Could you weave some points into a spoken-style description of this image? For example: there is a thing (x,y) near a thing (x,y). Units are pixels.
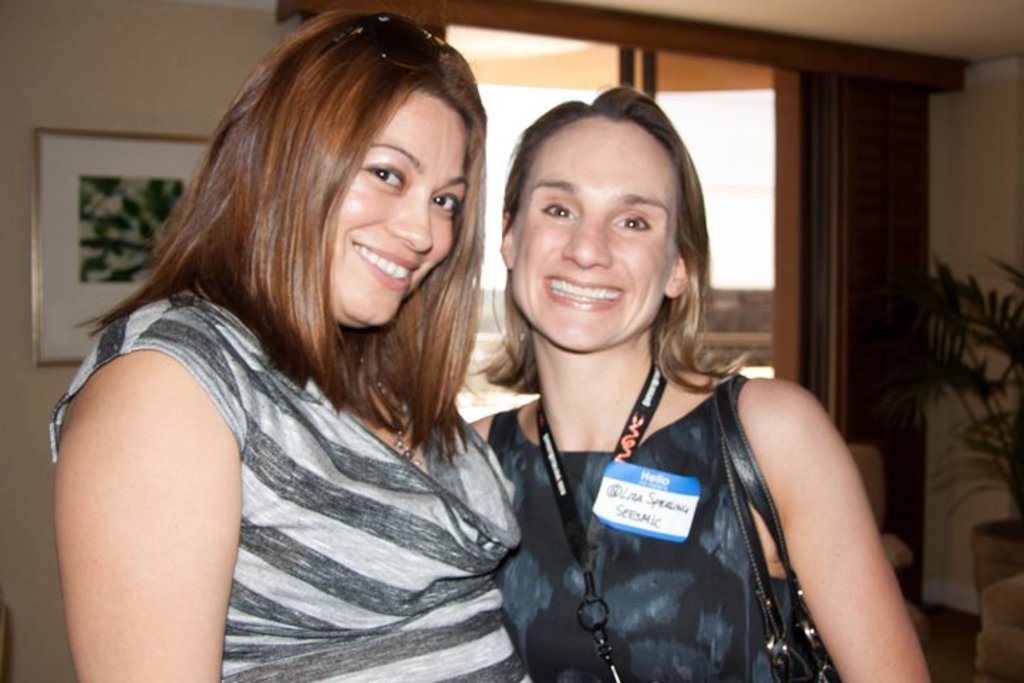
In this image we can see two women (785,438) wearing dress (629,557) standing. One woman (739,549) is carrying a bag (796,594). In the background (124,149), we can see a photo frame (140,272) on the wall (991,444), a plant (972,376) and a window (488,94).
